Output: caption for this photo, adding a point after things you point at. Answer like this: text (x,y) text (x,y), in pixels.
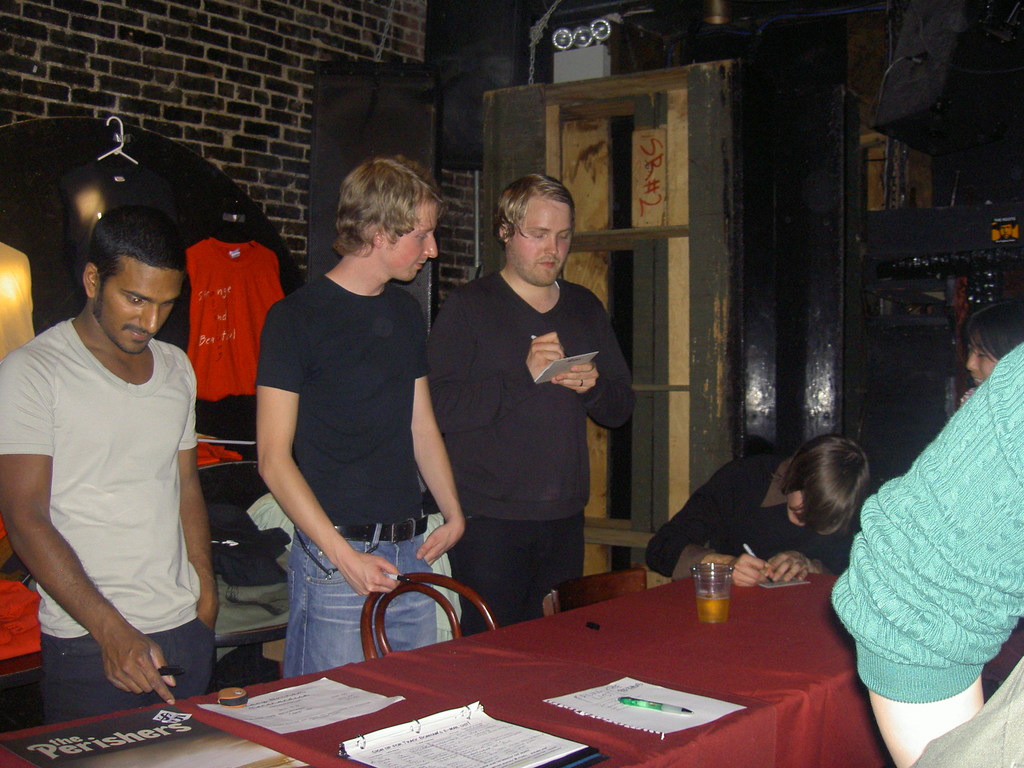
On the background of the picture (248,47) we can see a wall (234,57) with bricks (317,53). This is a door (699,259). here we can see few men (342,365) standing in front of a table (678,627) by holding marker (557,361) and paper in their hands (572,371). and on the table (633,730) we can see marker (651,703), papers (480,709), file (442,746) and a glass (723,615) of drink (702,617). Here we can see one man (757,551) sitting and writing something on a paper (786,584) with pen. this is a red shirt (253,328) hanged over to the wall (255,200). This is a black shirt (139,167).
